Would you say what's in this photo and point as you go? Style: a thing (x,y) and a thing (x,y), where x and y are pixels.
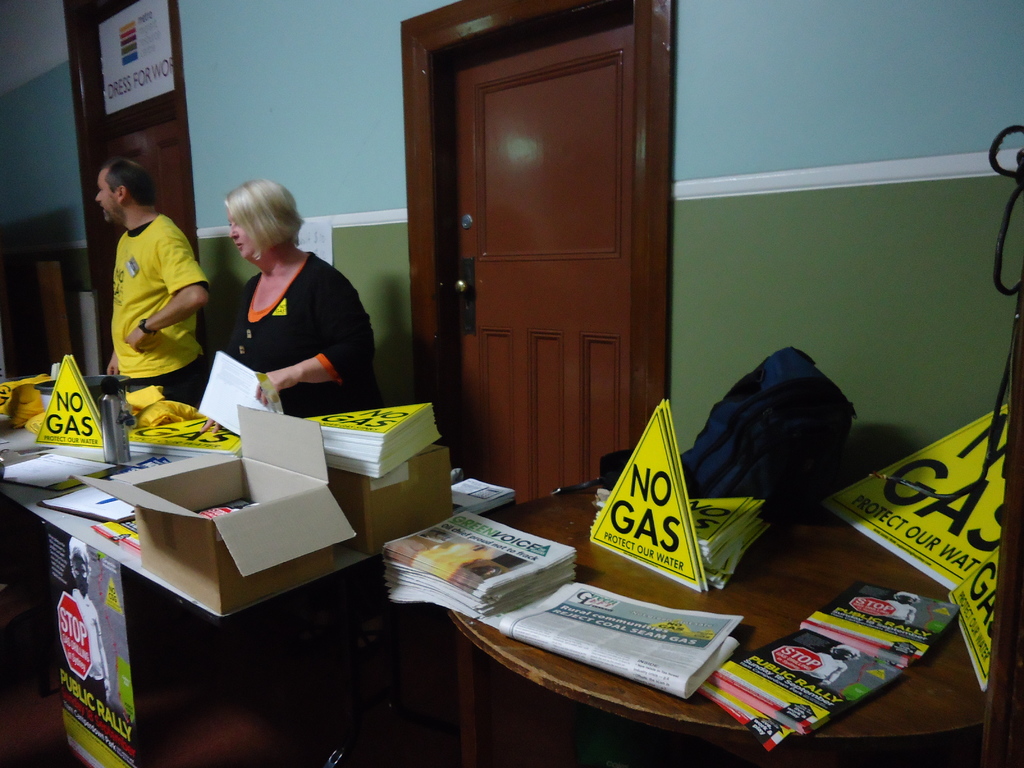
In this picture we can see tables (327,550) and on tables (546,663) we have news papers (446,541), sign cards (672,478), bag (728,454), flask (109,432) and aside to this table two persons (148,290) are standing and in background (295,117) we can see wall (349,51), door (552,197), poster (153,51).
